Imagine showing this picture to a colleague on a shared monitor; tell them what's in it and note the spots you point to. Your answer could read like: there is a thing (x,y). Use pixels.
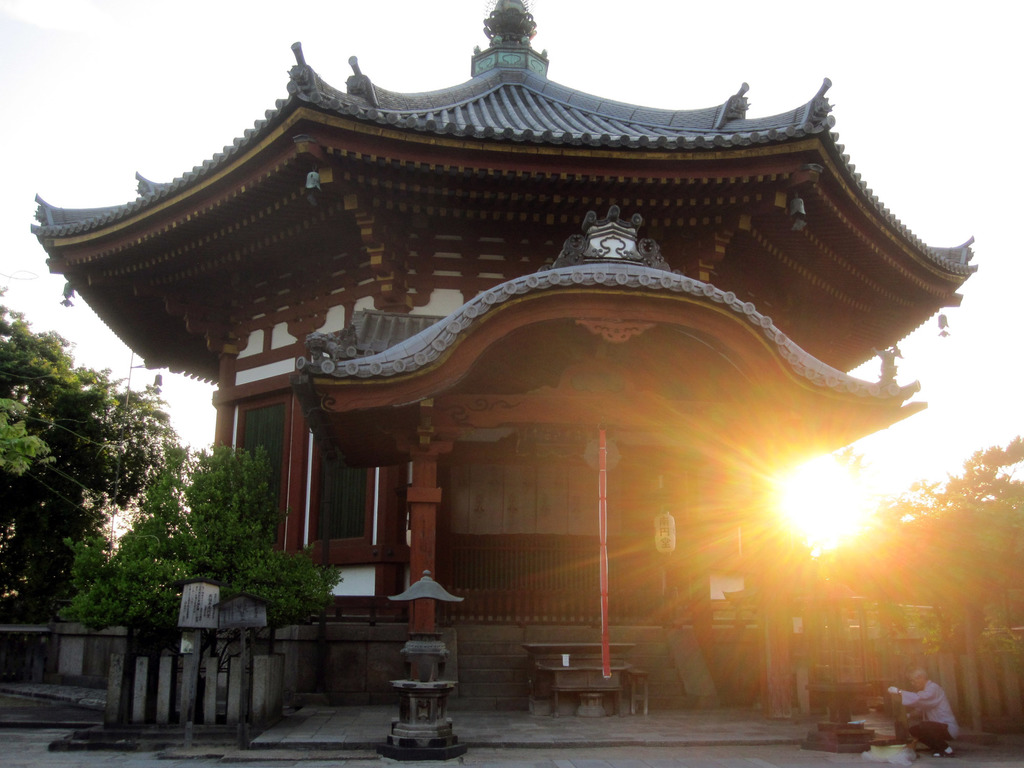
In this image we can see a house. There are many trees (143,516) and plants (166,507) in the image. We can see the sun (830,504) at the right side of the image (827,489). We can see a person (931,709) at the right side of the image (930,713). There is an object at the left side of the image (269,615).
